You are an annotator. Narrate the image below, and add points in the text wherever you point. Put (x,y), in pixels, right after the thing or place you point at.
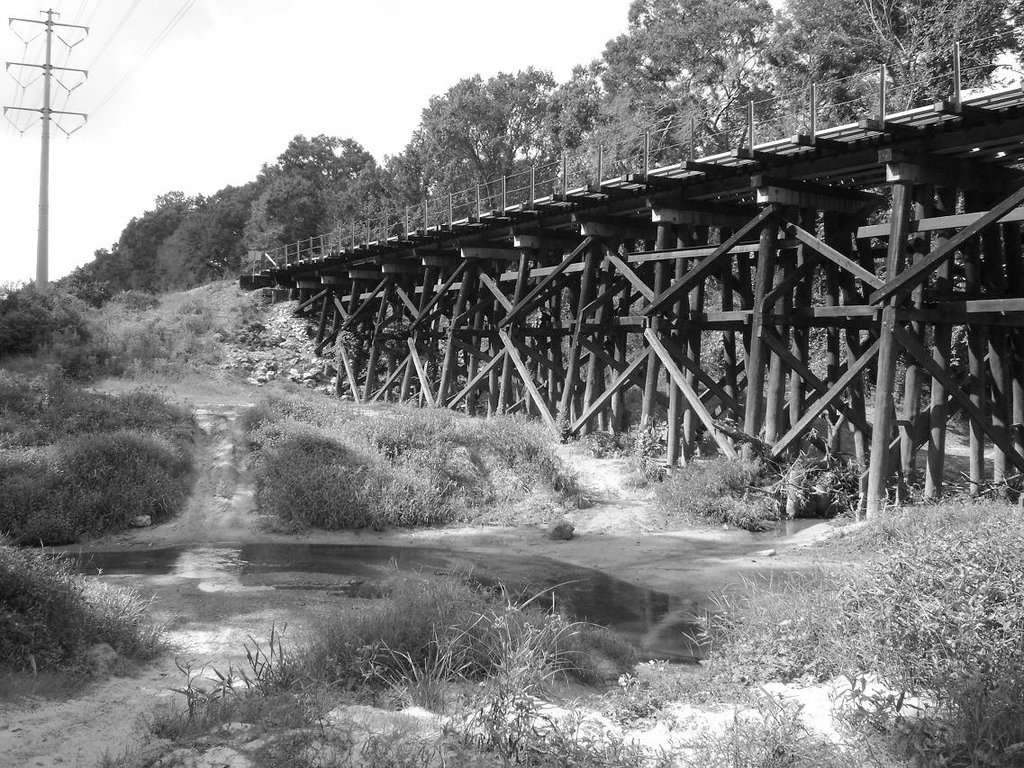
I see this is a black and white image and I see the bridge (549,257) over here and I see the grass (921,592) and plants (271,652) and I see the water (679,598) over here. In the background (56,270) I see the pole (75,115), wires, trees (245,221) and the sky (298,98).
